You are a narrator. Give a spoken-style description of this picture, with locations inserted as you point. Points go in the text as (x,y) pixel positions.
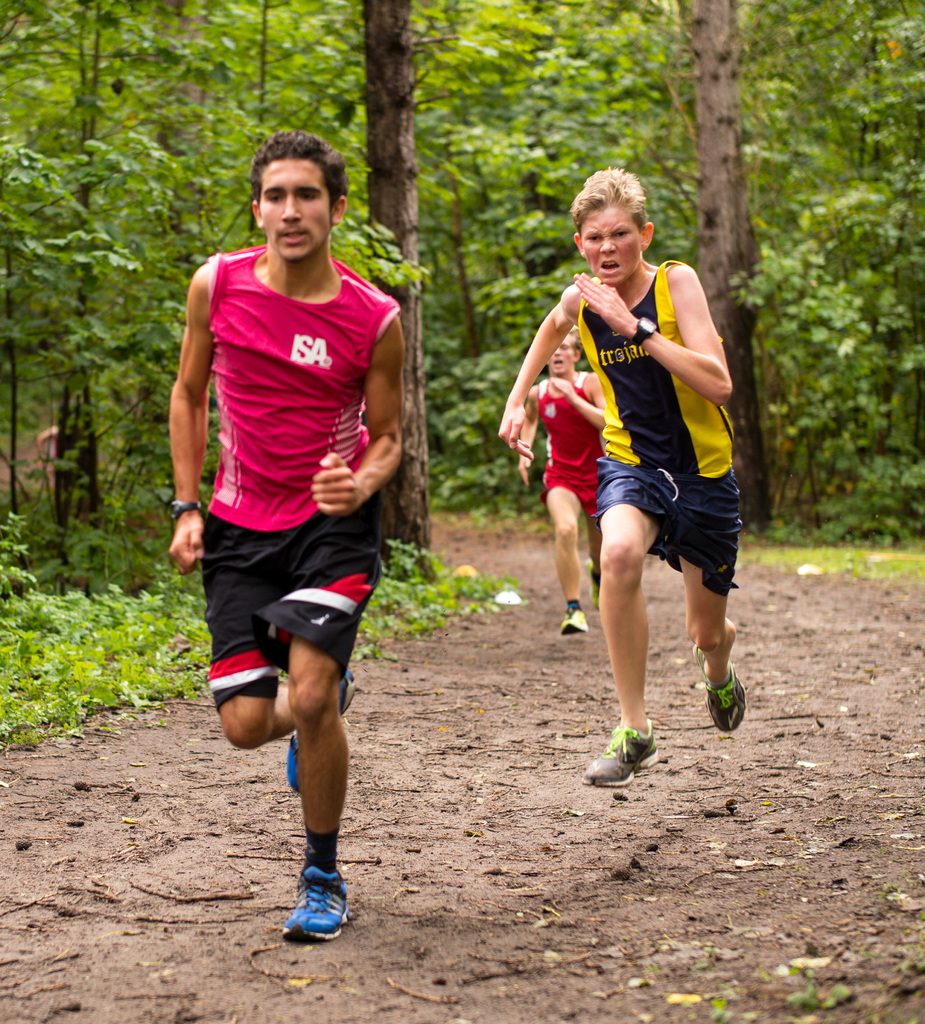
In this image we can see three people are running on the mud road (546,957). I think they are participating in running race.
